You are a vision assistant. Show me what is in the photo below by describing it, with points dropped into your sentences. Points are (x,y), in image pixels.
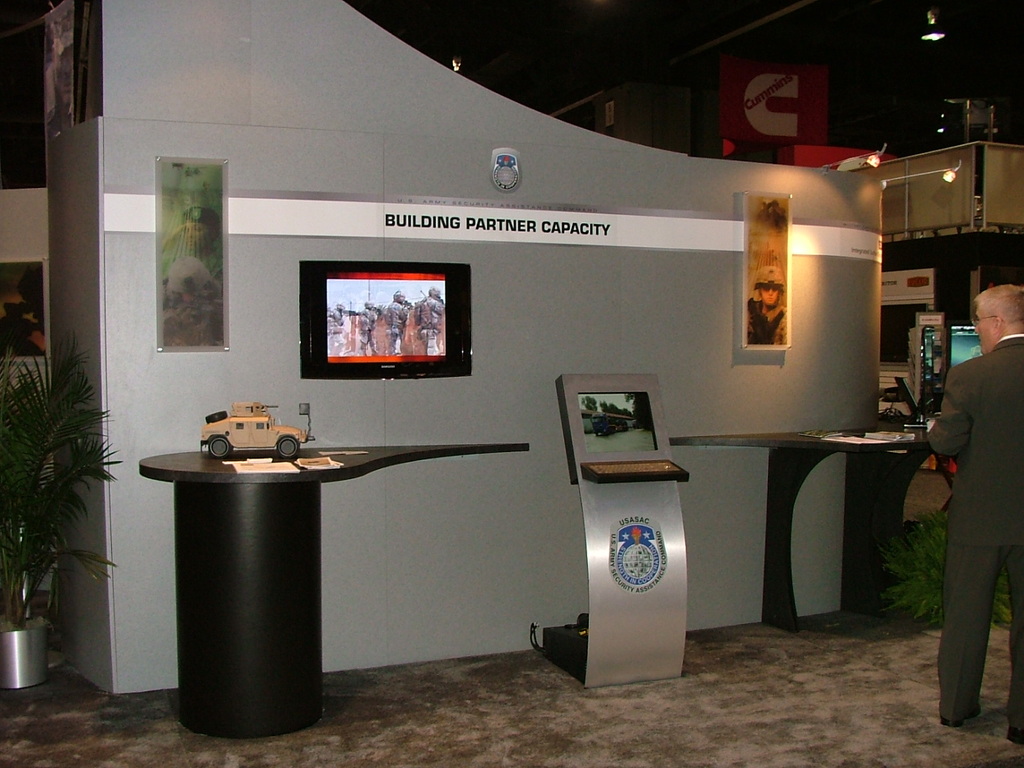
This image is taken inside a room (409,424). In the right side of the image (1020,708) a man (1021,552) is standing. At the bottom of the image (433,661) there is a floor (456,722) with mat (693,706). At the top of the image (585,20) there is a ceiling (812,31) with lights (934,17). At the background (7,268) there is a wall (416,417) with frames (178,290) on it. In the left side of the image (7,574) there is a plant (7,466) with pot (37,649).
